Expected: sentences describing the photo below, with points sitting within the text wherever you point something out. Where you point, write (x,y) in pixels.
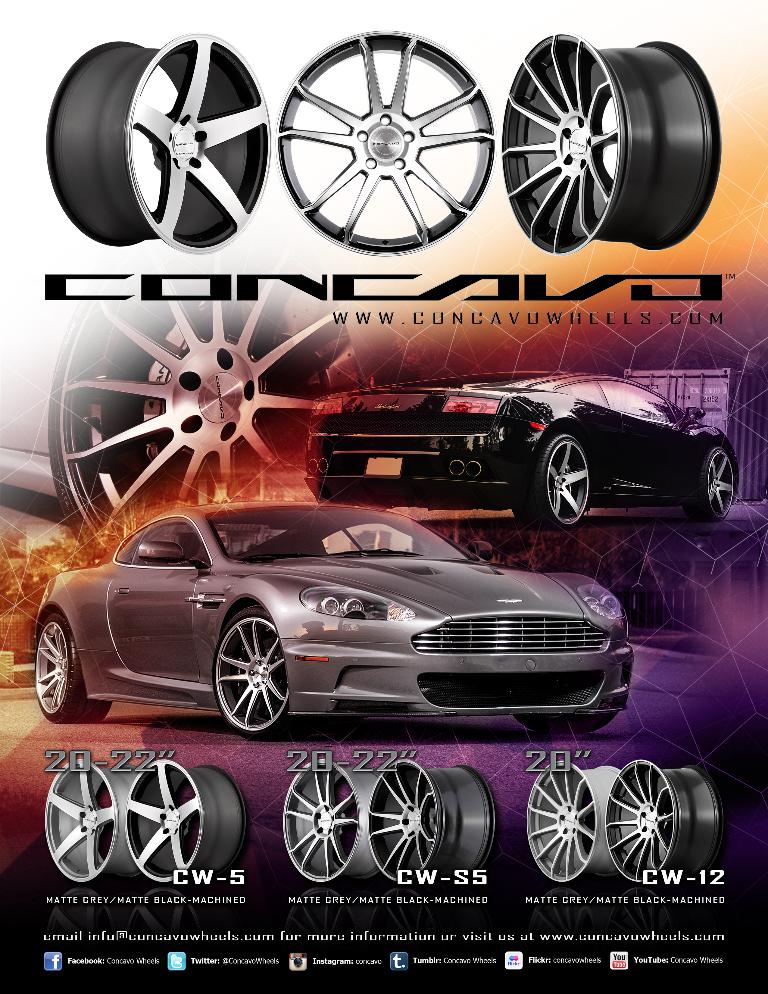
In this picture there is a poster (539,285). In that poster (468,303) we can see the cars wheels (366,54). In the center (394,404) we can see grey and black car (608,436). At the bottom (430,904) we can see the quotation (451,900).
